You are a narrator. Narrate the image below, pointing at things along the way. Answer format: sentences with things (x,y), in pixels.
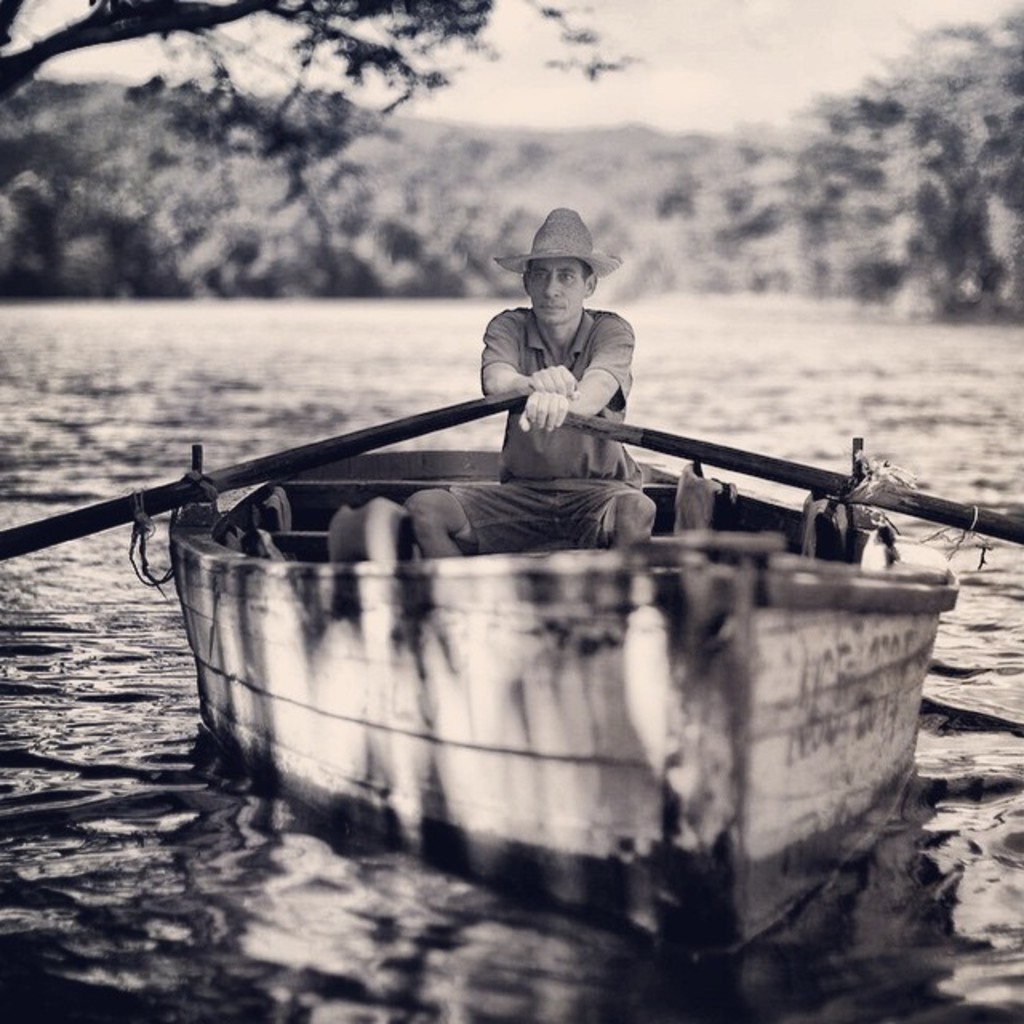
In the image we can see the black and white picture of the man (557,475) sitting, wearing clothes (602,369), hat (551,233) and holding paddles (801,468). The man (464,486) is sitting in the boat (445,598) and the boat (443,615) is in the water (780,1004). Here we can see the tree (113,32) and the background (627,288) is blurred.
